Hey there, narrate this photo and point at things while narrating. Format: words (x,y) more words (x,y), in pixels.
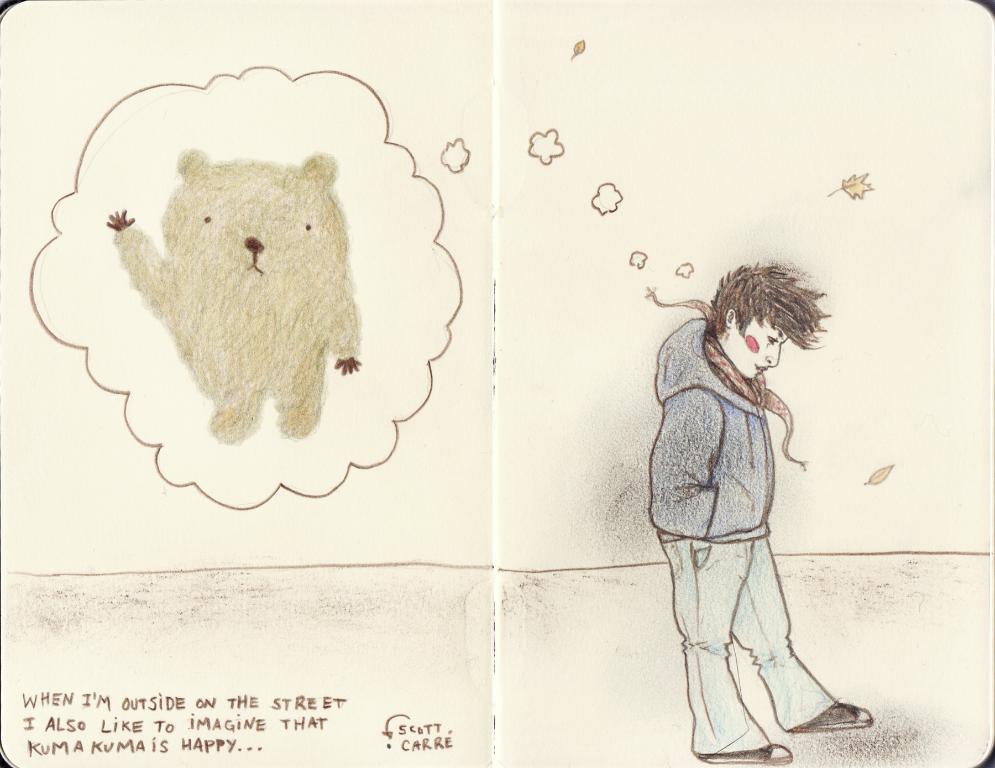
This is the drawing where a boy (756,515) is standing, who is wearing blue jacket (713,453) and dreaming of some toy (247,293). Bottom left of the image (199,721) some text (180,712) is written.
